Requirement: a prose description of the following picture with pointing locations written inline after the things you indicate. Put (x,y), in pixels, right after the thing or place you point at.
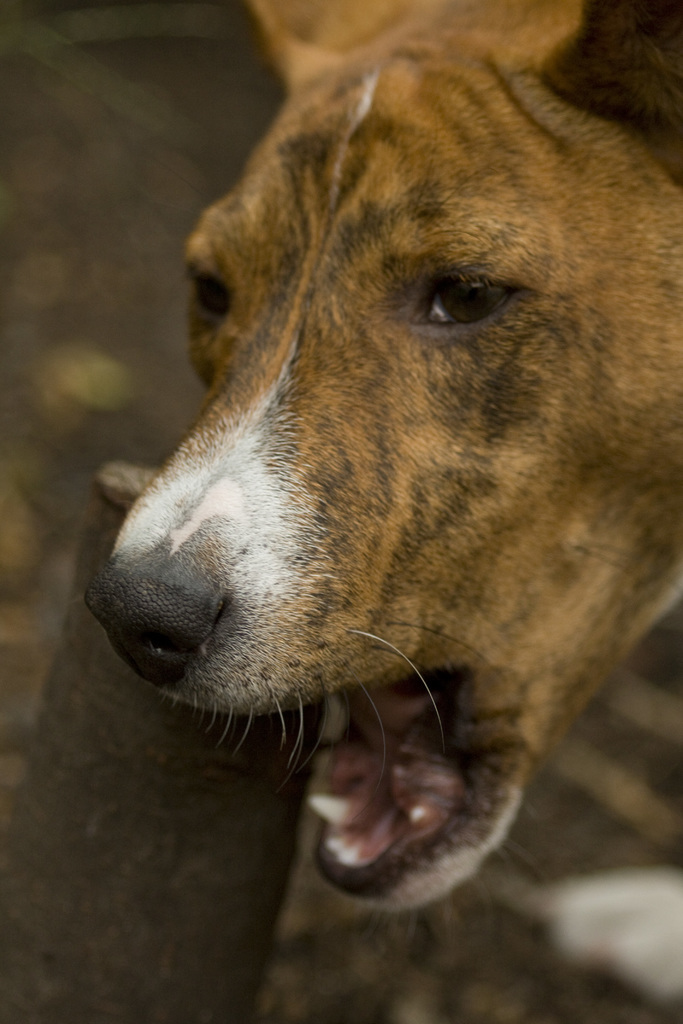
In this picture we can see a dog (353,879) and in the background (76,358) we can see the ground (125,86) and it is blurry.
